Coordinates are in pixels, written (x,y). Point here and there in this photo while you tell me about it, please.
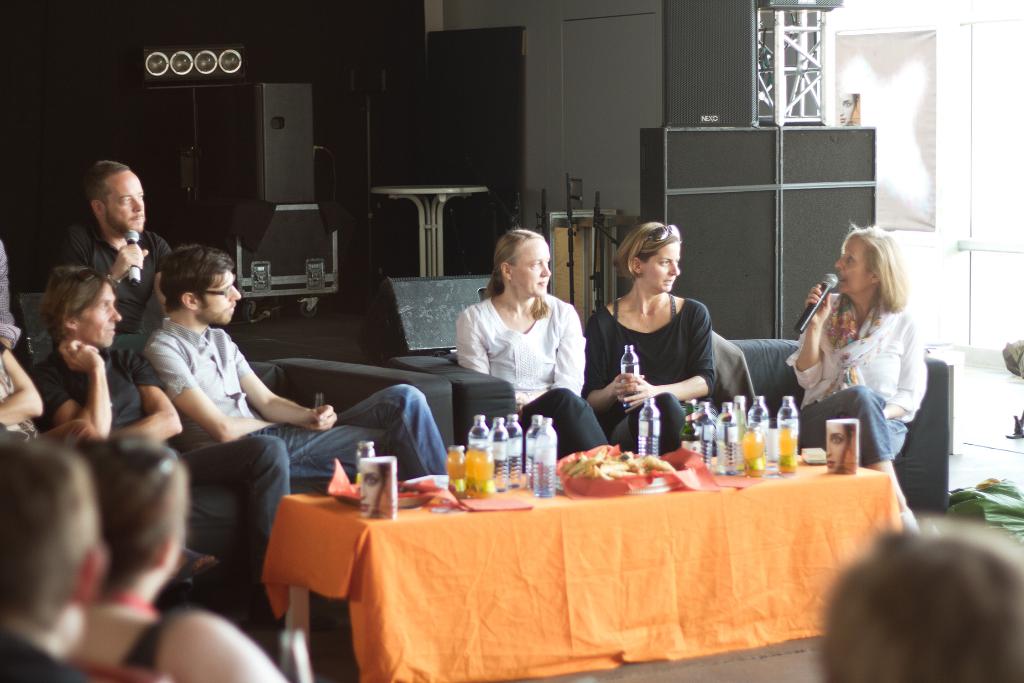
In this picture we can see persons (599,432) sitting on chairs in front of a table (646,519) and on the table (779,479) we can see bottles (750,434). We can see this woman (856,296) and a man (166,252) holding mics (828,283) in their hands (823,307). These are lights (196,57). This is a table (443,232).
